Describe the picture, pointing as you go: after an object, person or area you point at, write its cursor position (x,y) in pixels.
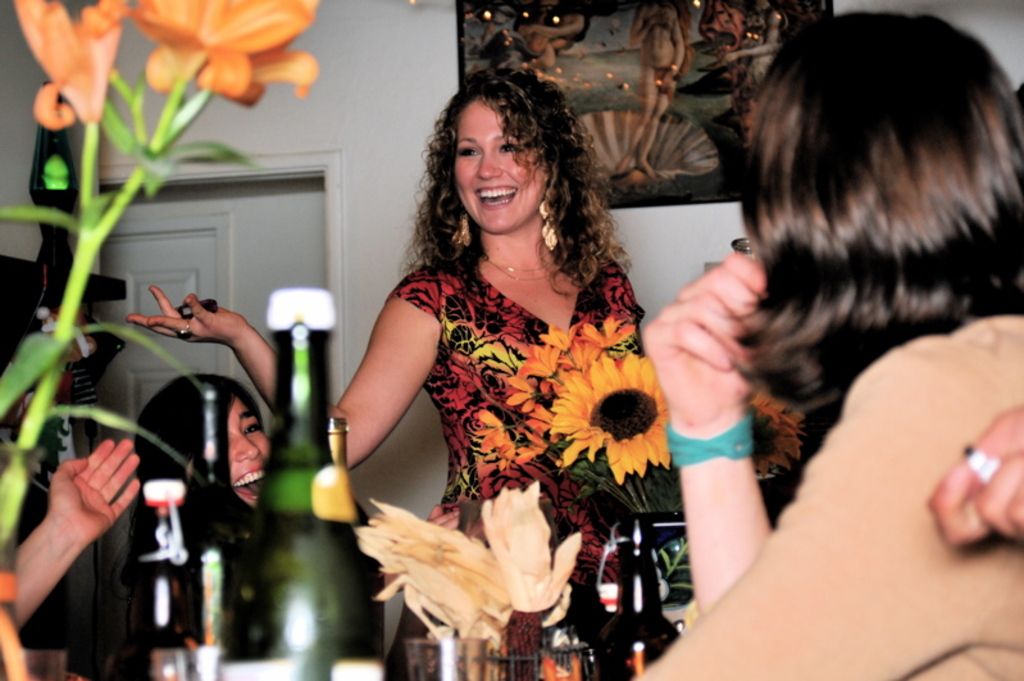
Here we can see three women (573,270) and they are smiling. There are bottles (378,644) and flower vases (686,563). In the background (358,42) we can see a wall (350,253), door (170,269), and a frame (646,104).
